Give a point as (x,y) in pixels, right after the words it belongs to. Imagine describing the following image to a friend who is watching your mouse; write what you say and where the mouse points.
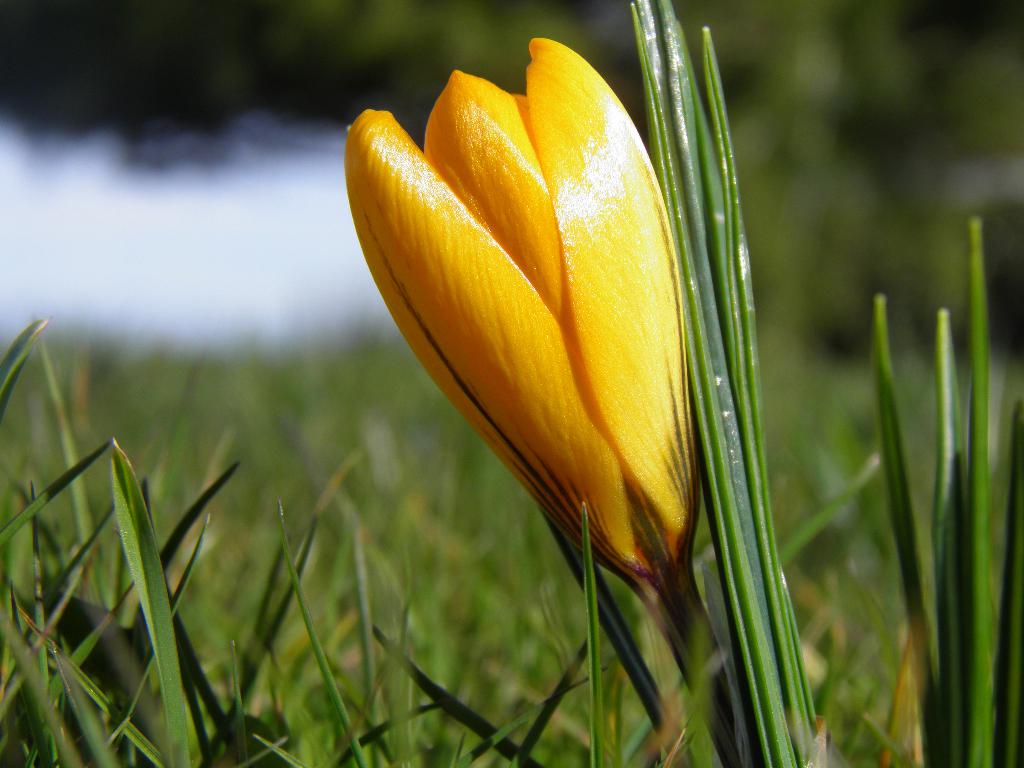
In the image there is some yellow flower (640,546) to the plant (622,635) and the background of the flower (540,244) is green.
